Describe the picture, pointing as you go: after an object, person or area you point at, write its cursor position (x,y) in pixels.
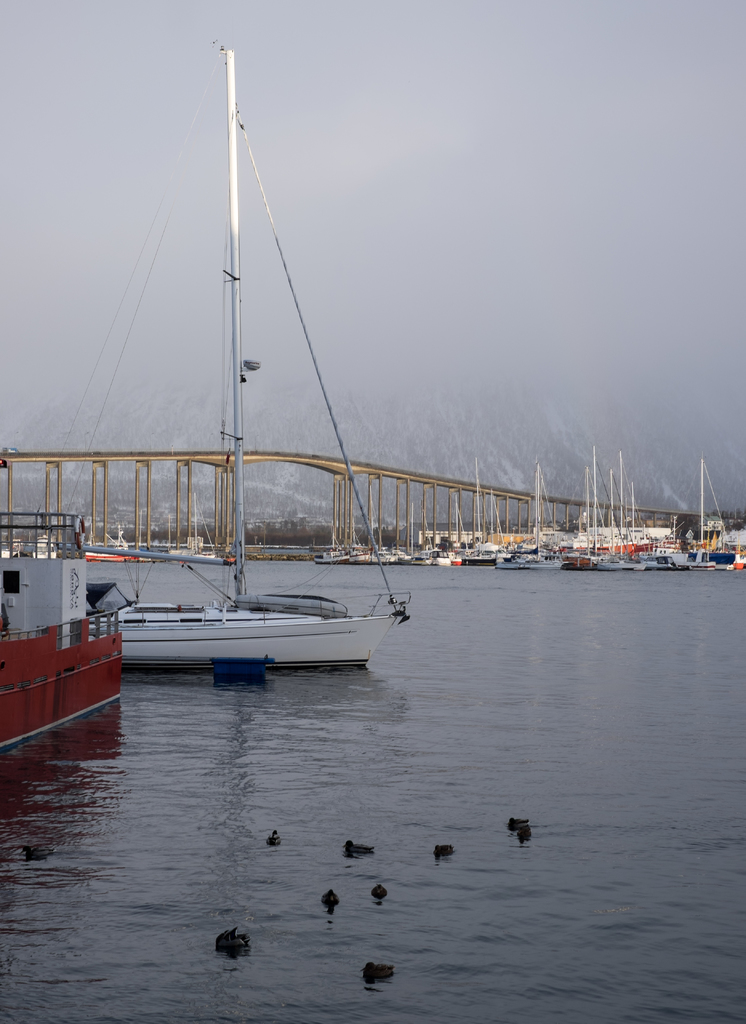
In the foreground of this image (413,966), there are duck (377,894) in the water (464,929). In the background (587,547), there are boats (122,620), a bridge (450,484), a mountain (410,412) and the foggy sky (402,106).
